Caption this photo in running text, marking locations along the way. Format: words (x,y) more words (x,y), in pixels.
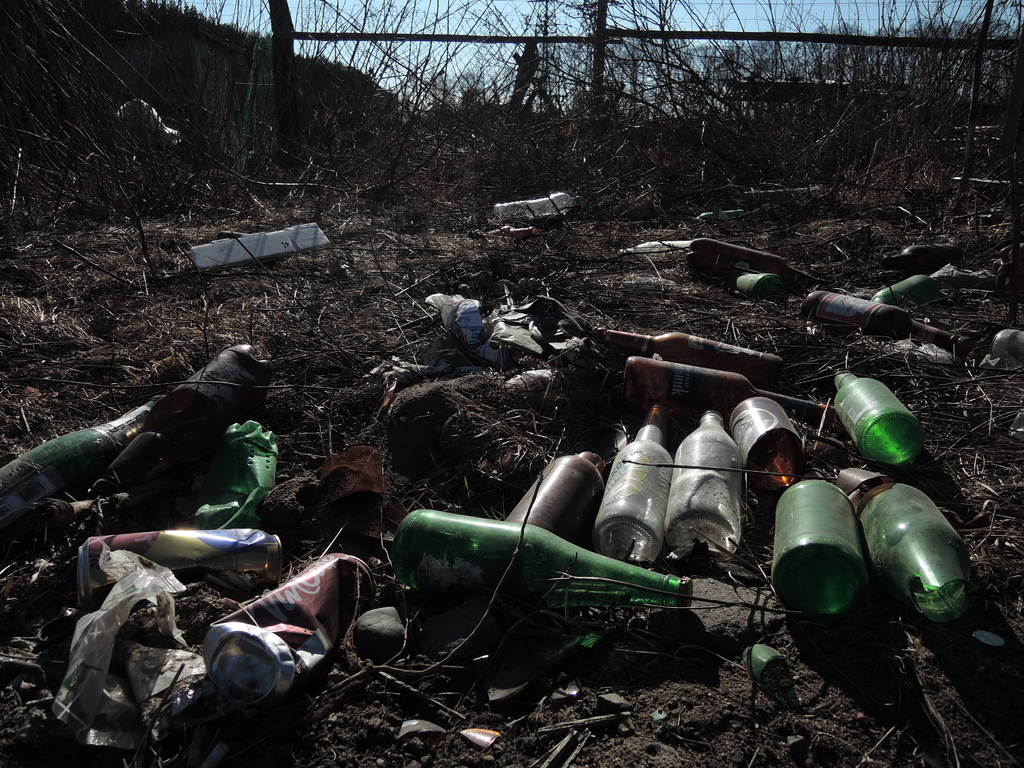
In this image we can see few bottles (697,470), tins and few other objects (204,263) on the ground (714,655), there are few trees (425,136), fence (819,38) and the sky (827,61) in the background (557,40).
